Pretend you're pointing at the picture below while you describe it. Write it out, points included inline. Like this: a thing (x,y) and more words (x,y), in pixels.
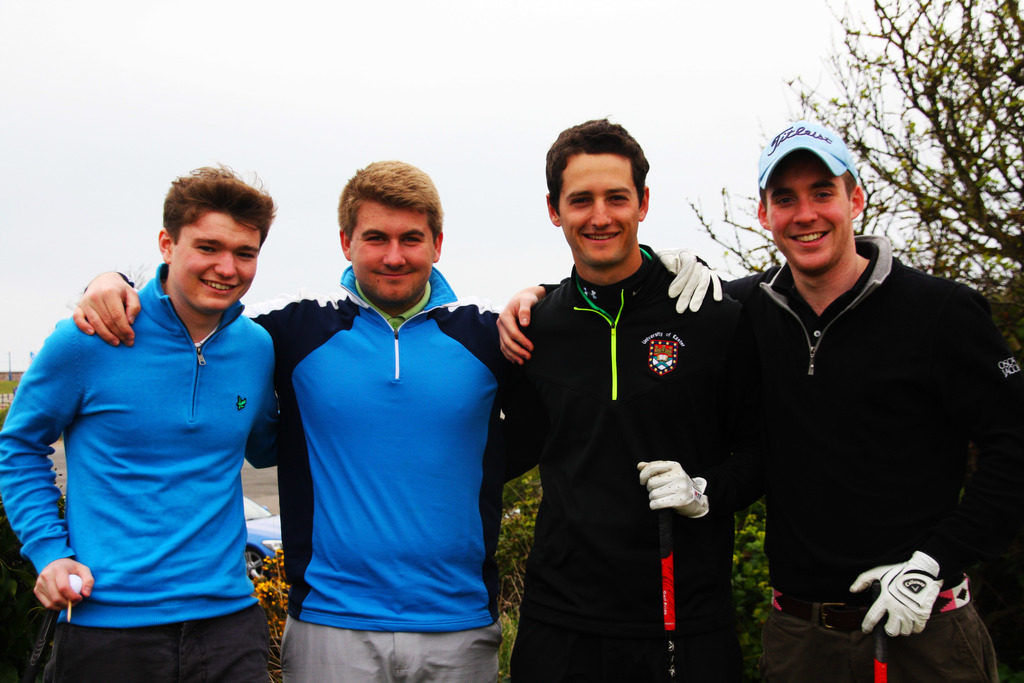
In this image there are four persons (436,463) standing and smiling by holding sticks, and in the background (1012,661) there is a car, plants (1012,661), tree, sky (709,82).
